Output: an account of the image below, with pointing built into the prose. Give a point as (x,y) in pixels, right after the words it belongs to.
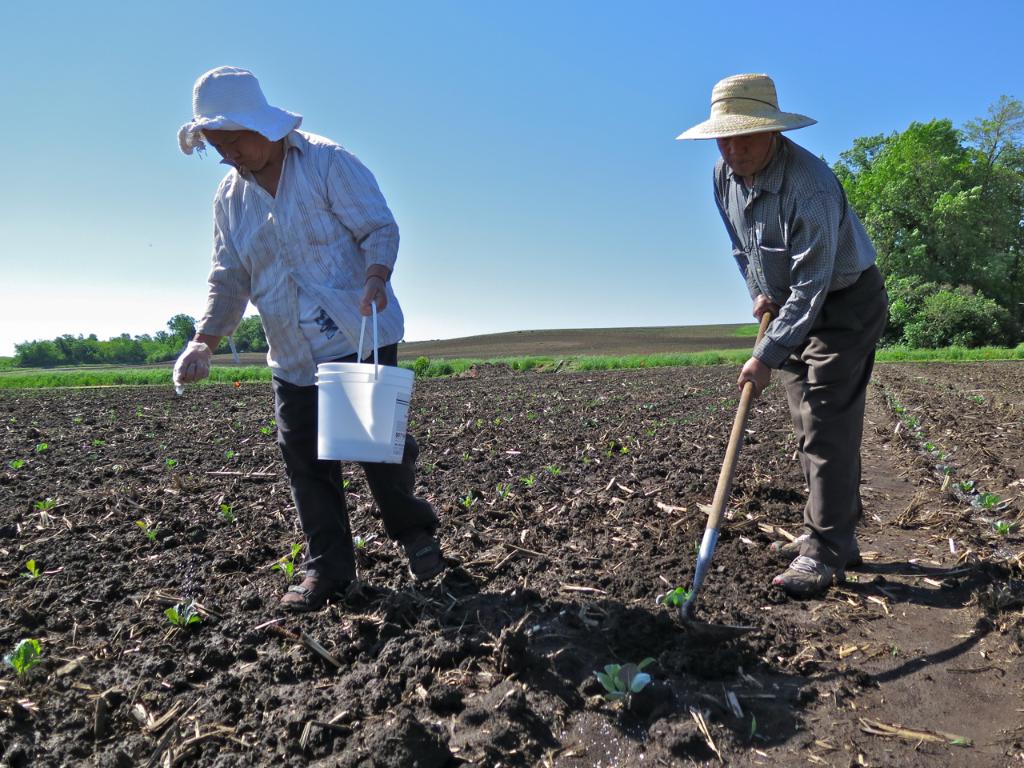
In this picture there is a man (726,96) who is standing on the right side of the image (801,225) and there is another man (319,272) on the left side of the image (279,377), by holding a bucket (369,413) in his hand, there is grass land (70,379) in the center of the image (665,359) and there are trees (915,195) on the right (950,221) and left side of the image (69,354).
